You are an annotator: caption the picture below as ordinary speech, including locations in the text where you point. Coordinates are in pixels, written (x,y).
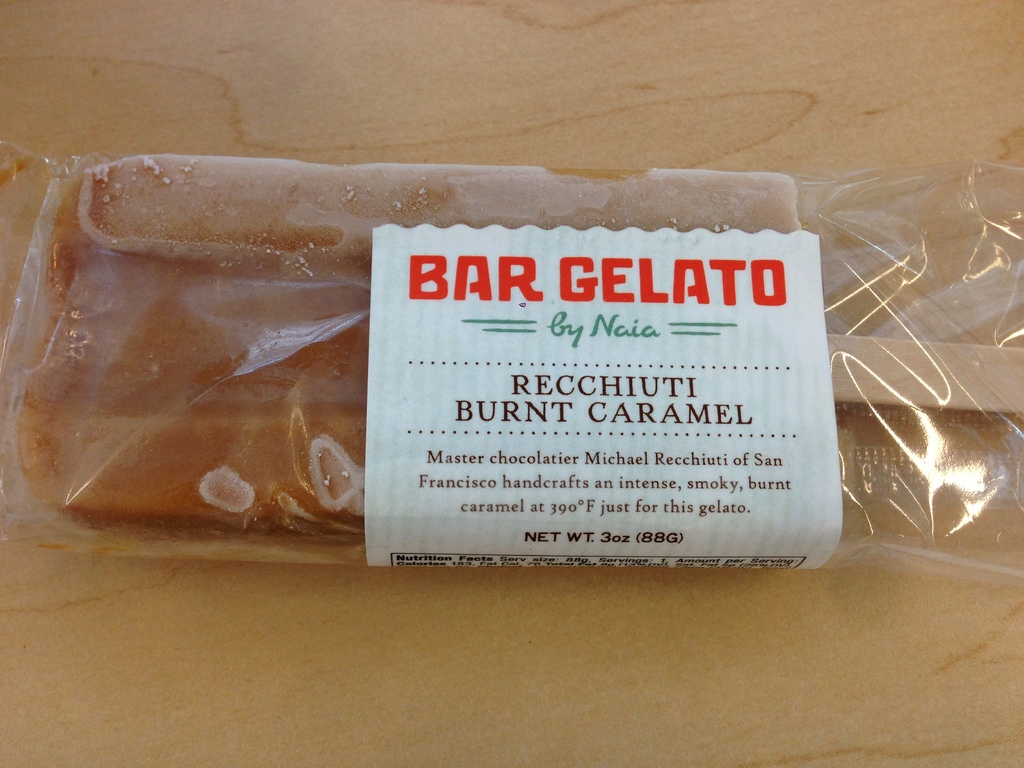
In this image I can see an ice cream (341,434) in a cover (996,357). Here I can see a paper (525,424) which has something written on it. This ice cream (194,357) is on a wooden surface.
